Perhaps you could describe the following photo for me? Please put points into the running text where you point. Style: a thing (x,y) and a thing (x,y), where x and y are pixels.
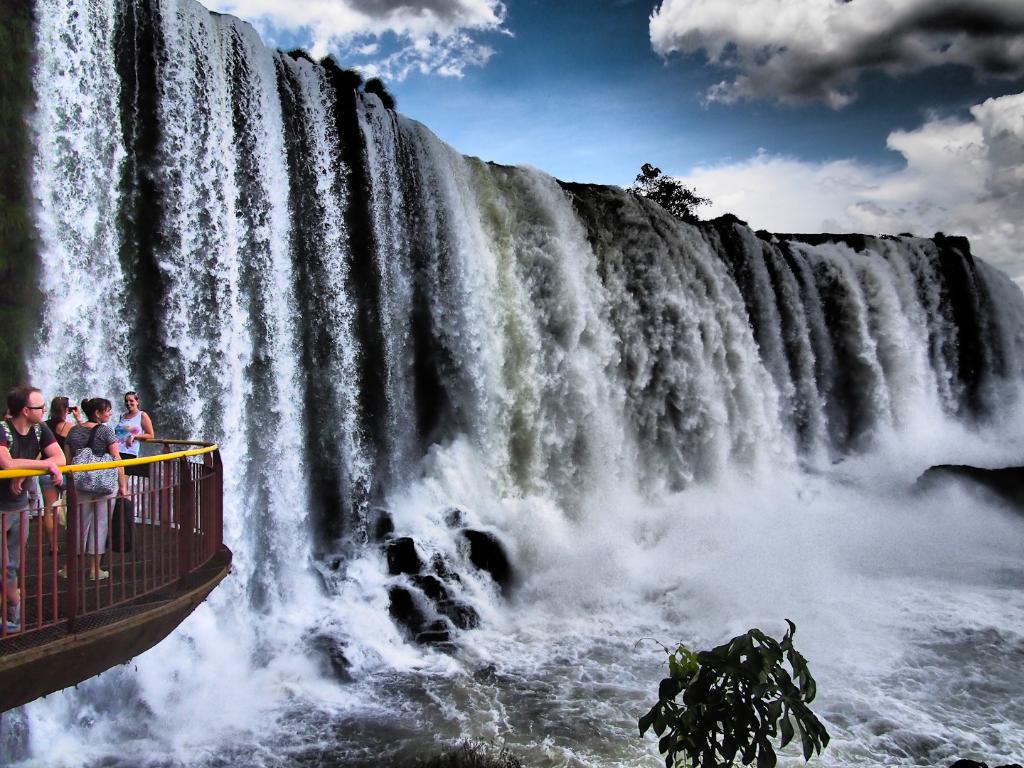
There is a waterfall (609,301) and beside the waterfall (197,381) there is a bridge (125,465) and inside the bridge (41,518) the tourist (68,441) are enjoying the beautiful view.
